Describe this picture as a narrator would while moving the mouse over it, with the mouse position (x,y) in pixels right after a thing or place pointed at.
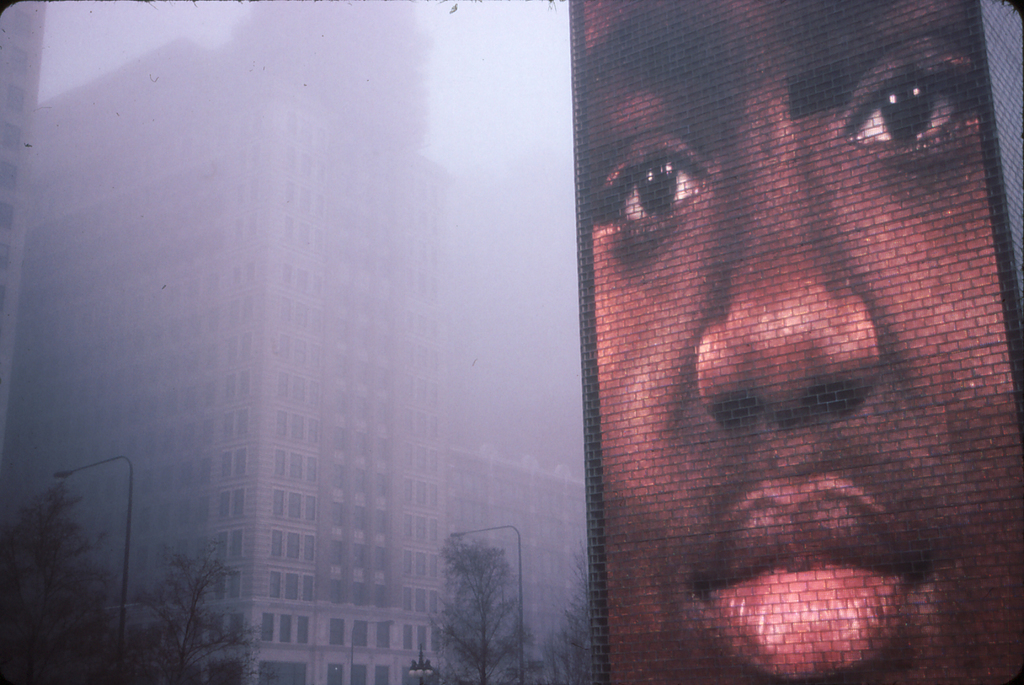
In this picture we can see a screen (675,416), here we can see buildings (236,390), trees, electric poles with lights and we can see sky (578,388) in the background (541,268).
